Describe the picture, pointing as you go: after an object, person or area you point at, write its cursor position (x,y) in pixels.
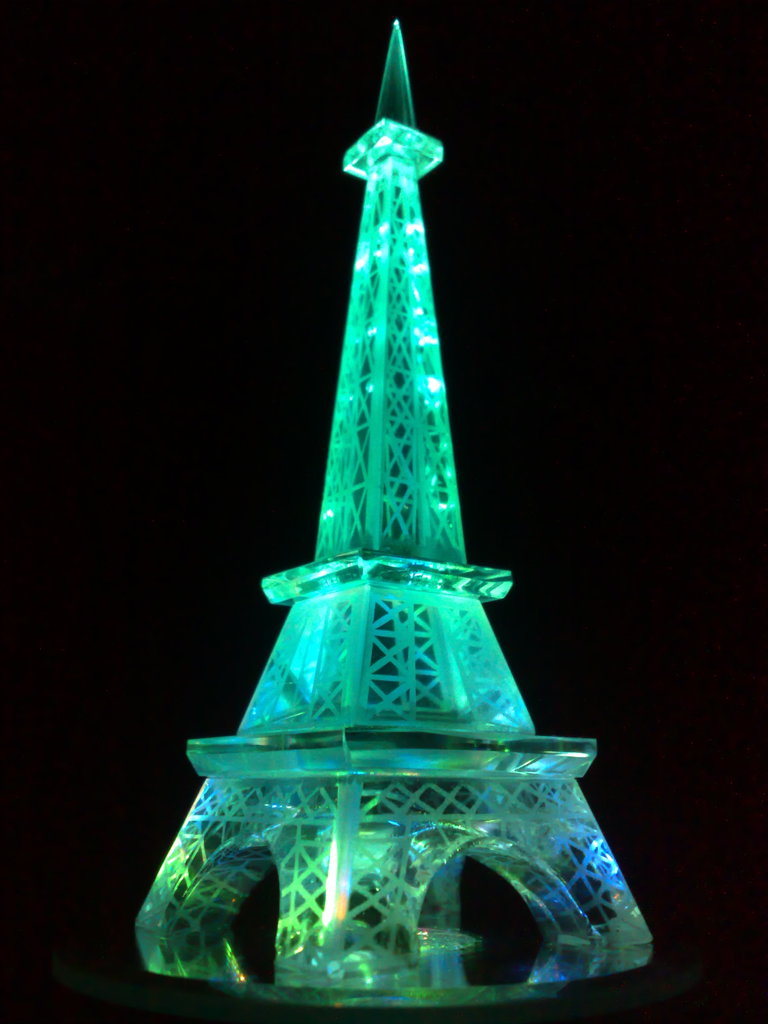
In this picture we can see a toy tower (278,859) with lights (420,147) and in the background (506,322) it is dark.
